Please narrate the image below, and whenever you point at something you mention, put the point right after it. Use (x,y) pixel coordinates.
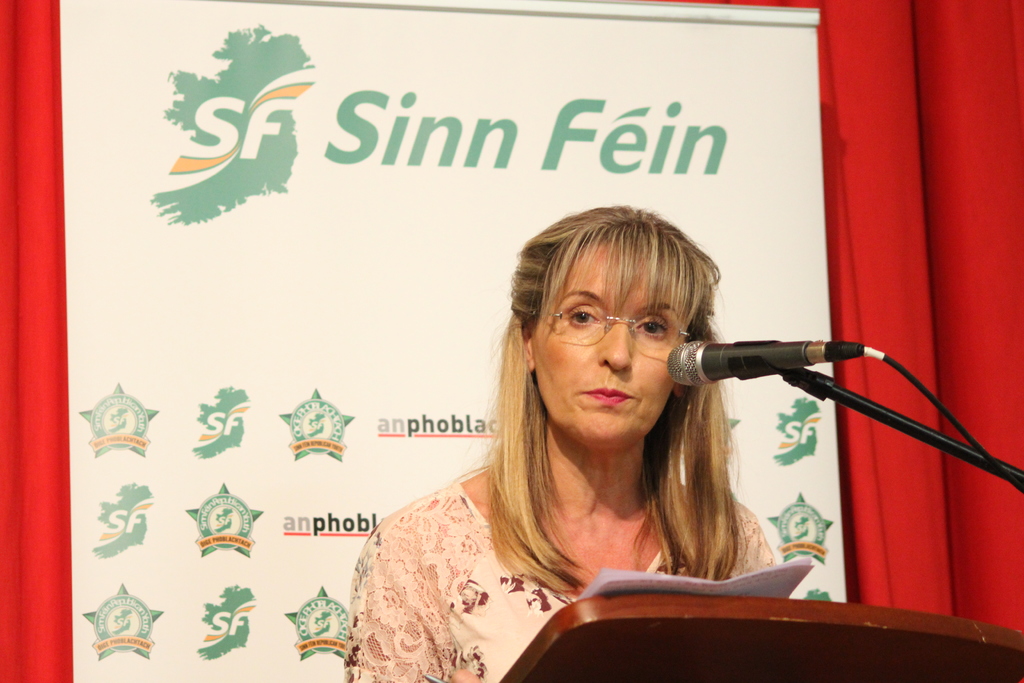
In this picture, it looks like a podium (673,629) and on the podium (673,629) there are papers (704,587) and a microphone (714,372) with the stand (829,395) and a cable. A woman (517,530) is standing behind the podium (558,638). Behind the woman (482,496) there is a board (277,187) and a red color object (892,217).
